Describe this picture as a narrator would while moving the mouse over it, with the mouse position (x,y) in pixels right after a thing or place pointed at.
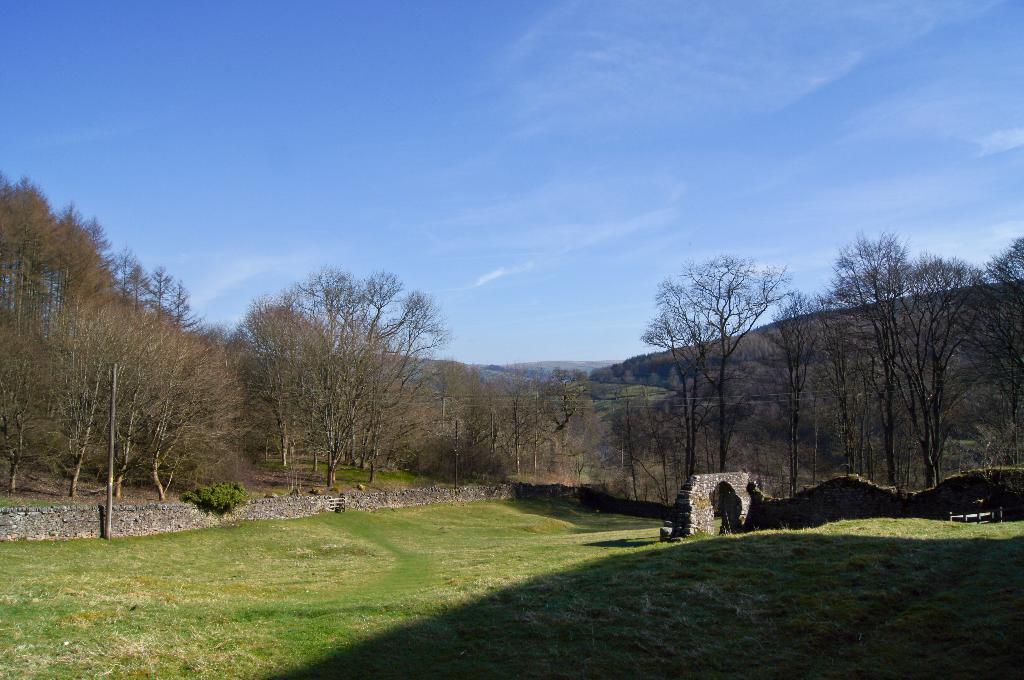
In this image we can see some plants (221,509), trees (766,485), there are walls (787,497), also we can see the mountains (777,340), and the sky (519,145).
